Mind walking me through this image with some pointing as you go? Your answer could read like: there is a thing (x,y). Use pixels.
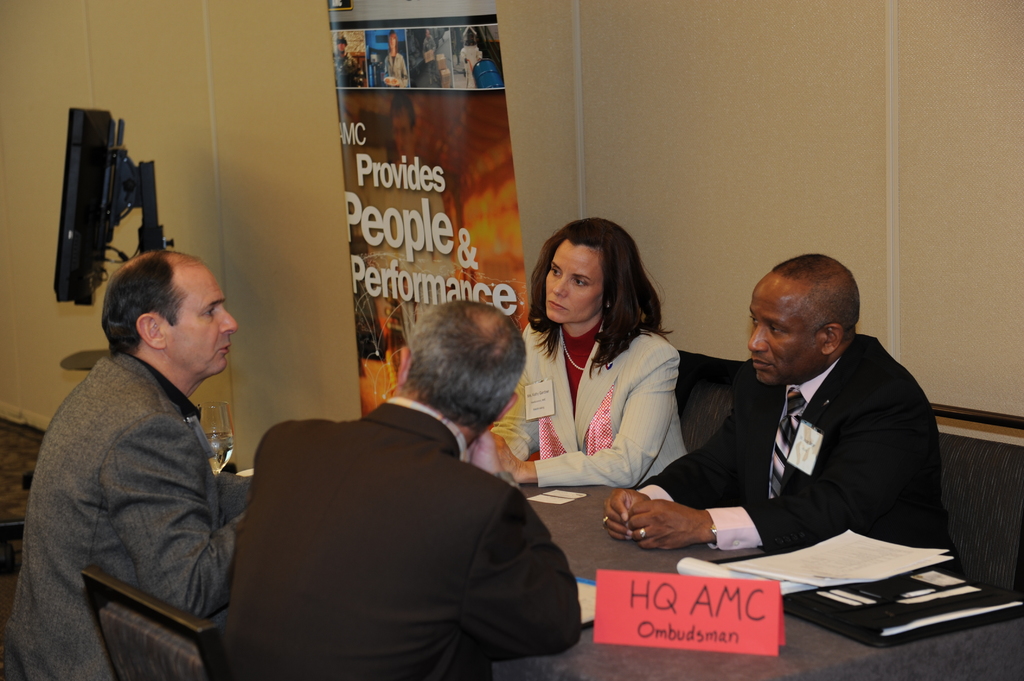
In this image there are four people (655,382) sitting around the table (817,660). There are three men (437,509) and one woman (670,392) and there is a flex (425,178) beside the woman (565,341). On the table (856,655) there are papers (823,570), file (831,616) and the glass (220,415). At the background (693,59) there is a wall (670,70). Two of the four people (658,496) are wearing the badges (819,443).
